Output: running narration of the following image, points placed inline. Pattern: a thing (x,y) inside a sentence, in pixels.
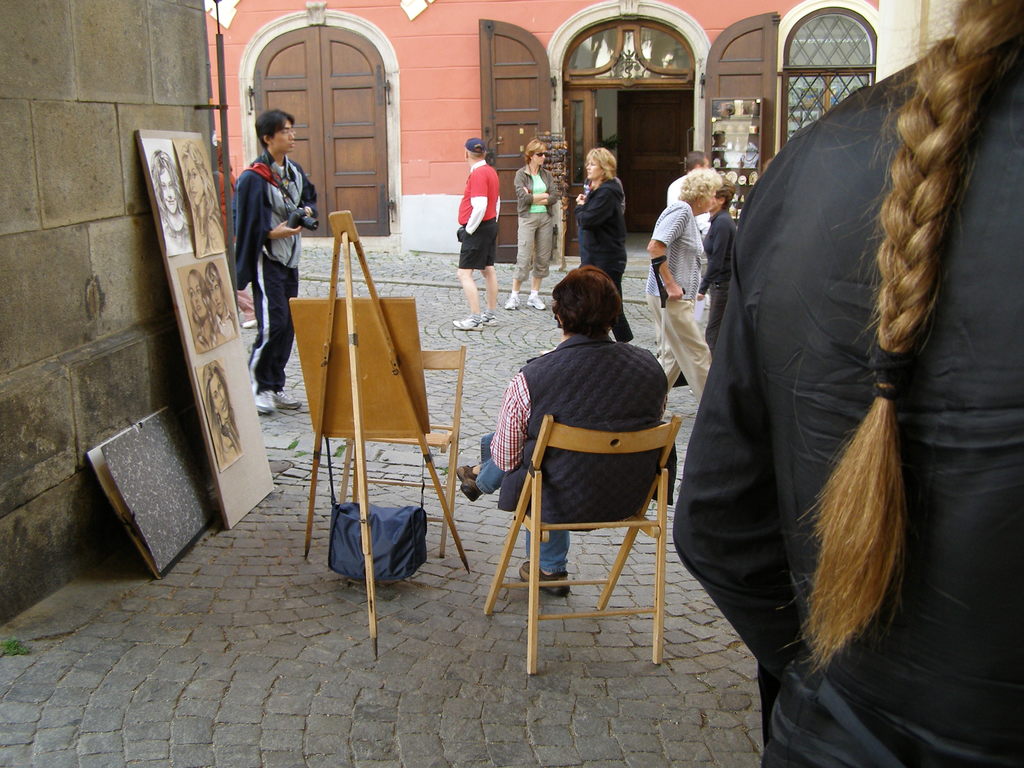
Girl (797,490) standing, person (589,390) is sitting on the chair (588,441), door (343,141), person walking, these are sketches (199,284) there is window (844,75).
